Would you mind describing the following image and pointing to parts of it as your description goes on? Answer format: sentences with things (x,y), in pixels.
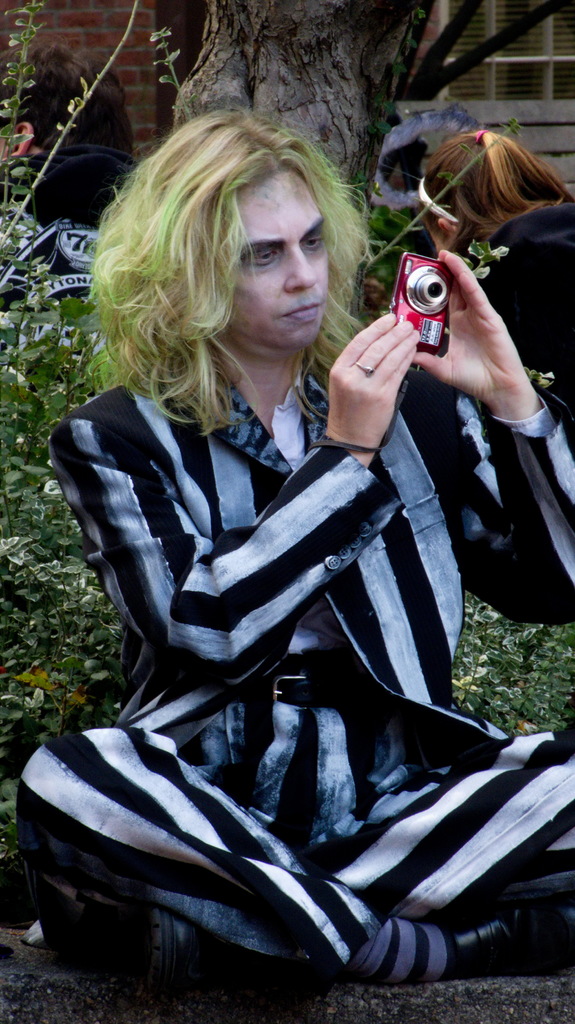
In the picture there is man (237,257) with green color hair (214,216) holding a camera (426,311) in his hand (490,343), sat on wall (241,998). In back (336,122) side there is a tree (271,94) and some plants (102,679). On to the right side (507,303) corner there is a woman (509,251) sat on wall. And on the whole background (518,82) there is a building (526,67).
